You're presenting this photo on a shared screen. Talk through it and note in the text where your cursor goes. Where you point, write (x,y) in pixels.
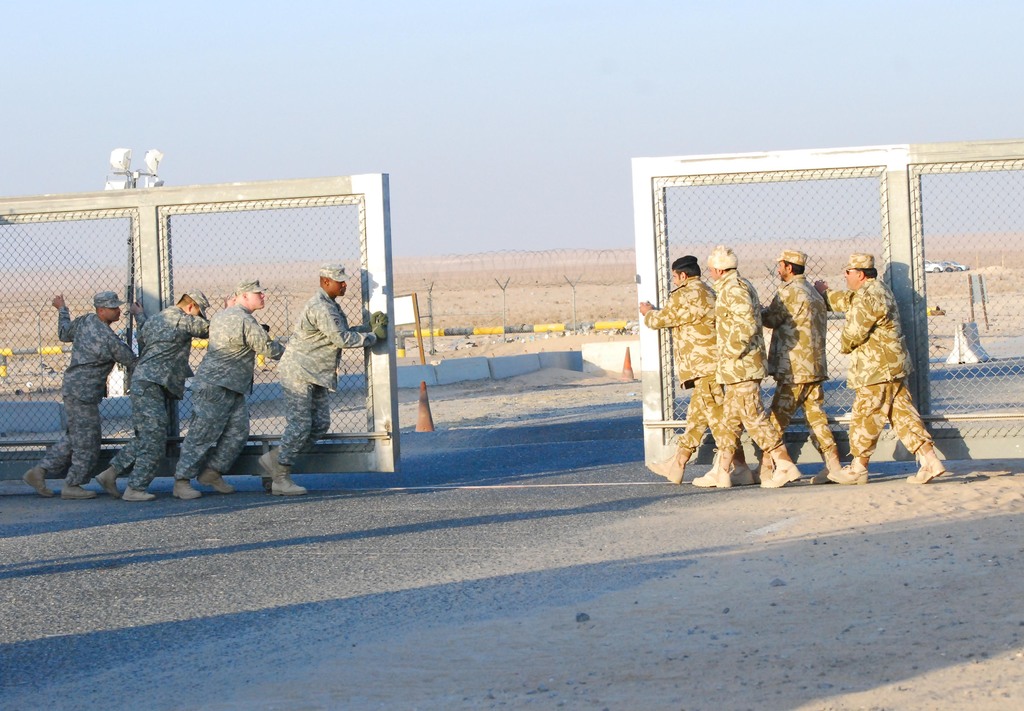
In this image we can see a few people (218,471) holding the objects (353,448), which looks like the fence (363,435), also we can see the traffic cones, vehicles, poles (420,338), boards (419,323) and barricades (544,358), in the background (456,140), we can see the sky (474,130).
